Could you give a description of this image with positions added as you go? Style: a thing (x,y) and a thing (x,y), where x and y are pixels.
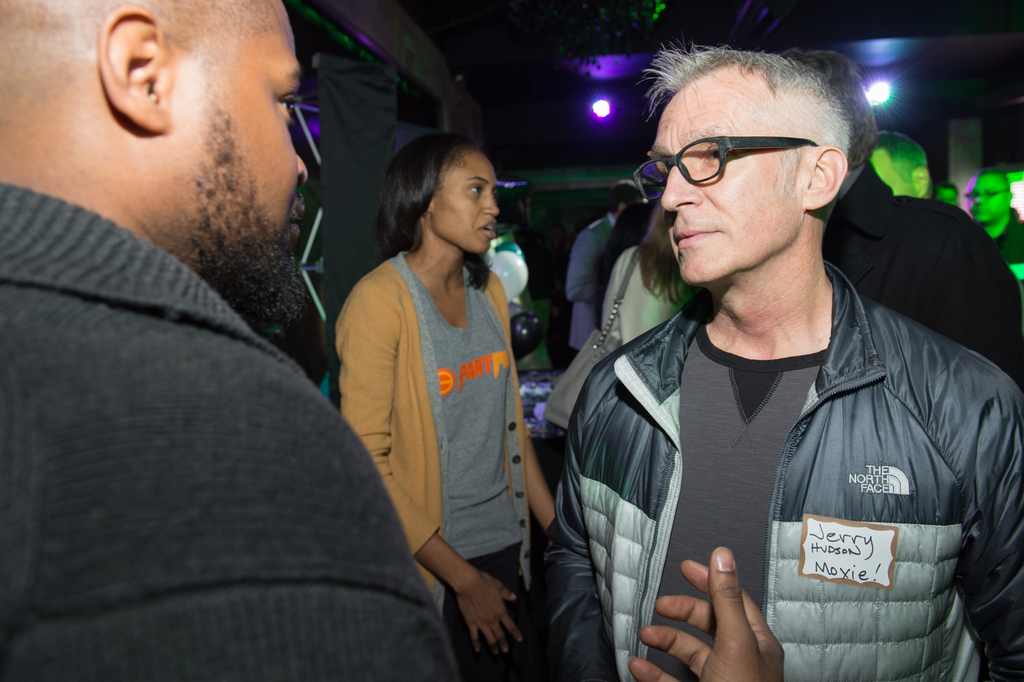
In this image there are people (487,371) standing. In the background (597,117) there are lights (602,103) and a wall (400,137).
